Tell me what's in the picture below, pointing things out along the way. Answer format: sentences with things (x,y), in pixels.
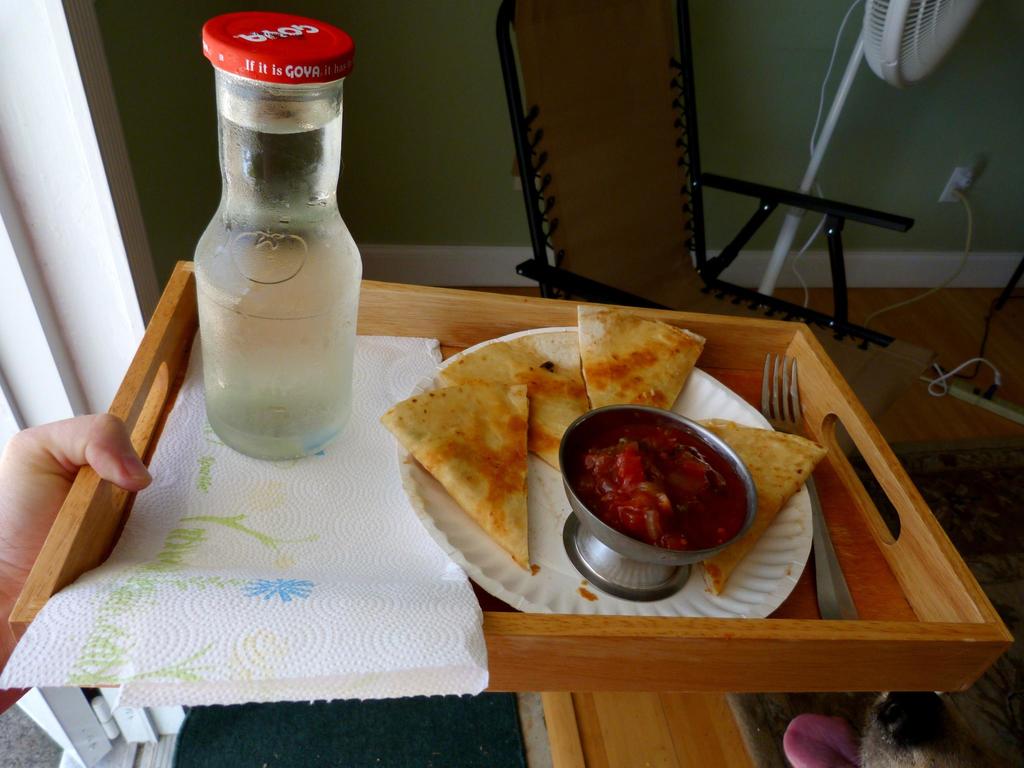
We can see tray (820,404) hold with hand (2,474), in the tray (90,557) we can see bottle (269,288), tissue paper (104,571), bowl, food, plate (695,412), fork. We can see fan (858,61), chair (615,135) on the floor (967,457). Behind this fan (951,29) we can see wall (450,11).
